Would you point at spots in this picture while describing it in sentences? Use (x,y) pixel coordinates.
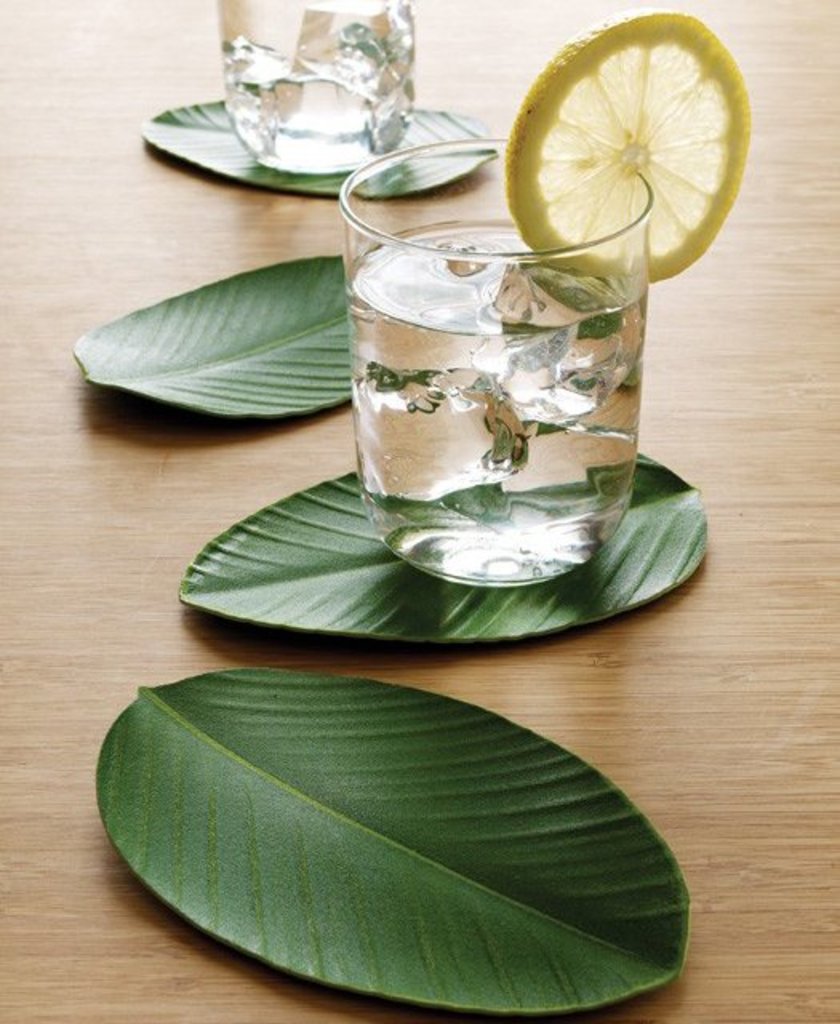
In this image there are two glasses (482,320) and each glass (473,383) is filled with water (485,410) and one lemon slice (596,231) is there, and on the bottom (329,784) there are some leaves (267,679).
